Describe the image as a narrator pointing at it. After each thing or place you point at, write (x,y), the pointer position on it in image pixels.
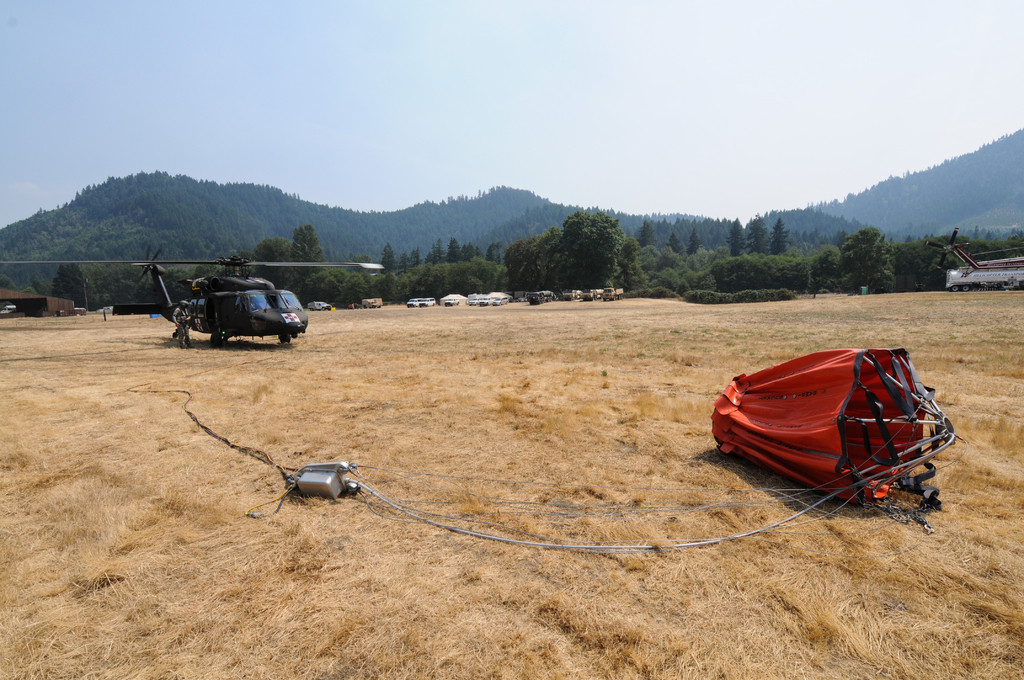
In this image I can see a helicopter (255,300) which is black in color on the ground (287,359) and I can see a orange colored object (787,425) on the ground (771,352) which is tied with few ropes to a silver colored object (309,471). In the background (440,266) I can see few vehicles (487,305), few trees (524,280), a aircraft (1008,267), few mountains (978,227) and the sky (663,124).
